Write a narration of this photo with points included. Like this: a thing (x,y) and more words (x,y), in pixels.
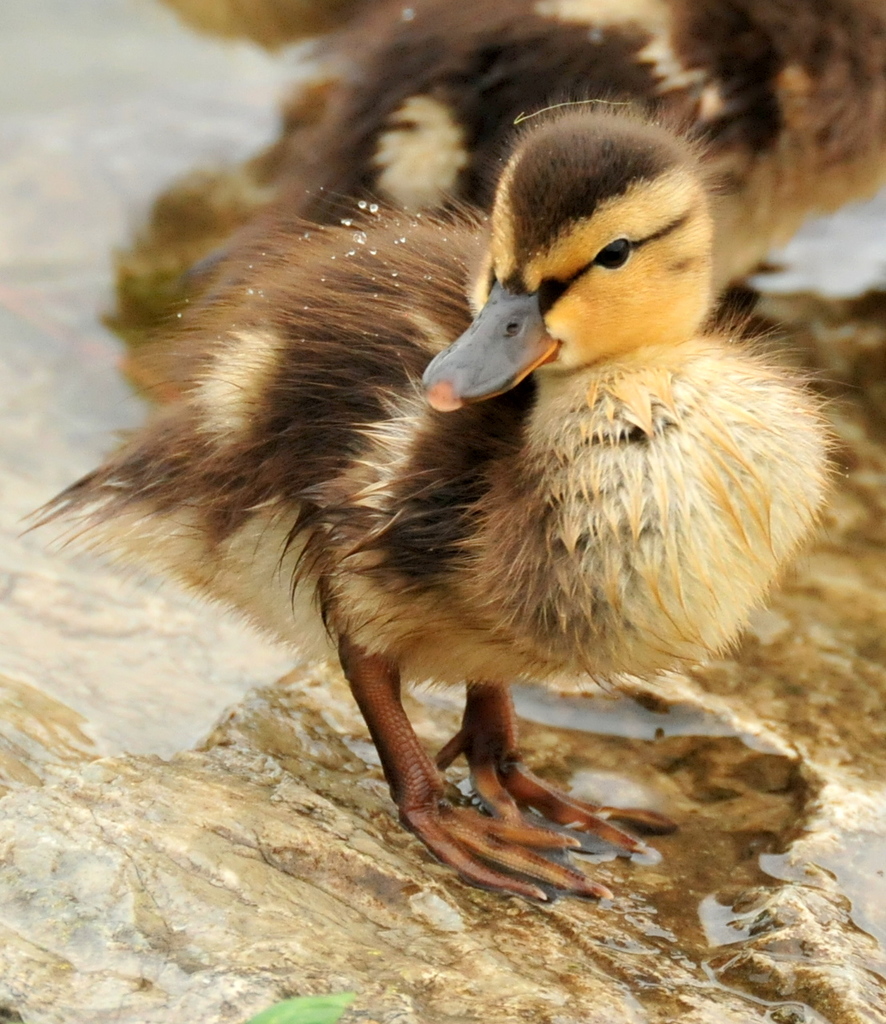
In this picture I can see a duckling (504,536) in the middle (550,547), on the left (133,233) there is the water (200,249).
